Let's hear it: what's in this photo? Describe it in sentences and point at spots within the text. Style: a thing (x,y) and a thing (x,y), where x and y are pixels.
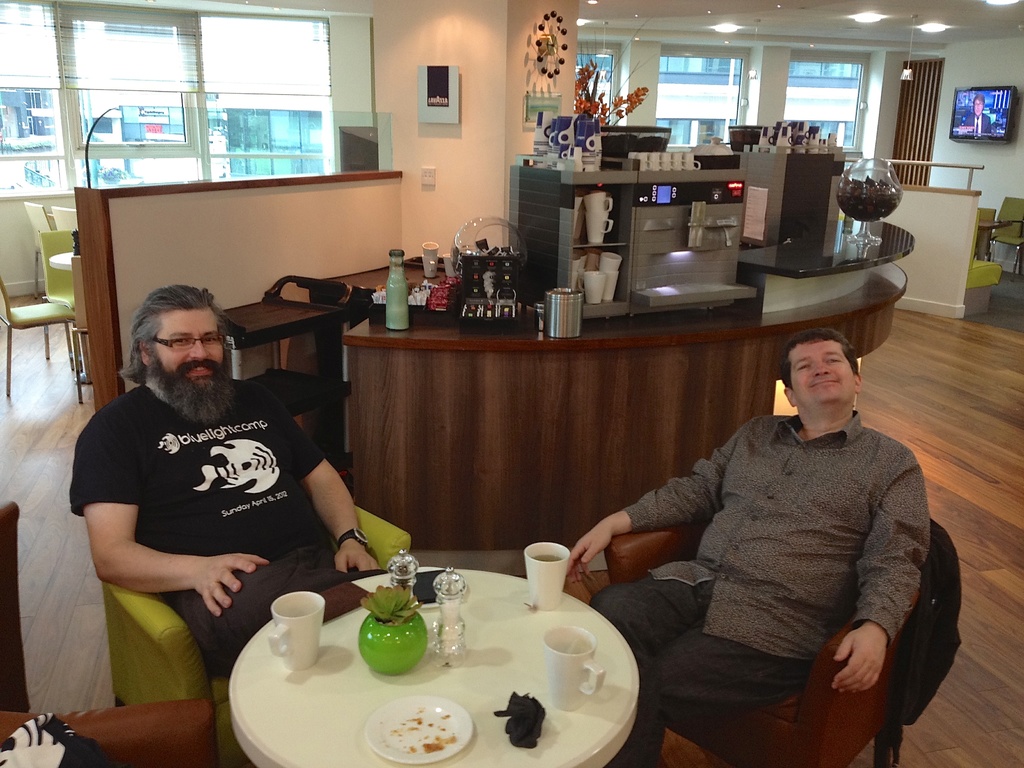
In this picture there are two men (789,529) sitting on a chair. There is a cup (285,615), plate (402,720), cloth (534,720), bowl (391,629), glass (456,641) on the table (472,641). There are few things (486,287) at the background (577,247). There is a light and TV (984,108). There is a building (225,120) at the background (181,117).
